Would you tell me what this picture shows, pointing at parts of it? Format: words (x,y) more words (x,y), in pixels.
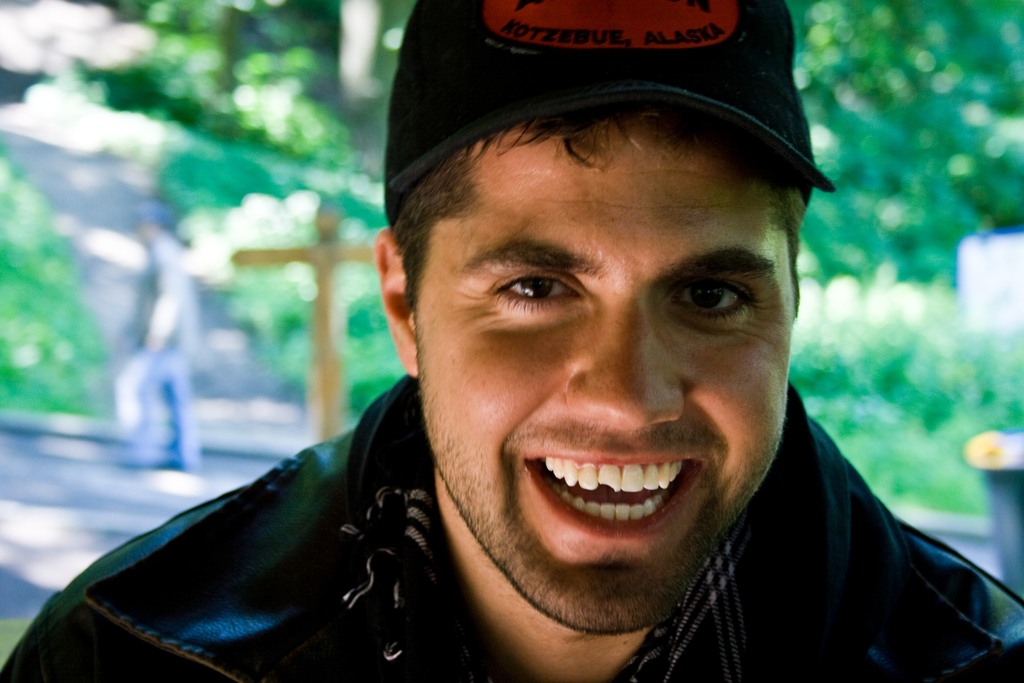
In this picture there is a man (534,580) with black jacket (271,645). At the back (997,438) there are trees (12,260) and there is a person (124,447) walking and there are objects (1008,304).
